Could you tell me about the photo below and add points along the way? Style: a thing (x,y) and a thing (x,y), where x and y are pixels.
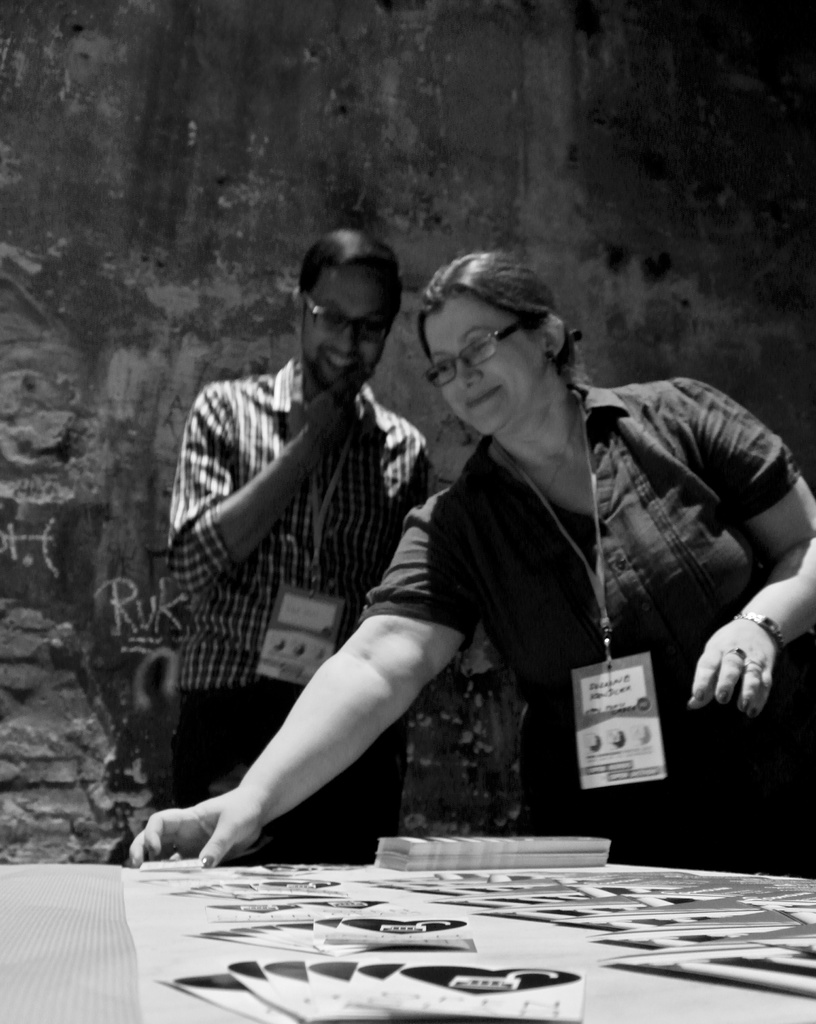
In this image, men (394,516) and women (539,505) are wearing a glasses (471,361) and tag (584,691) on his necks (549,449). They both are smiling. At the bottom (368,948), we can see a table (109,989), few items (705,905) are placed on it. And background (128,371), there is a wall (467,212).
